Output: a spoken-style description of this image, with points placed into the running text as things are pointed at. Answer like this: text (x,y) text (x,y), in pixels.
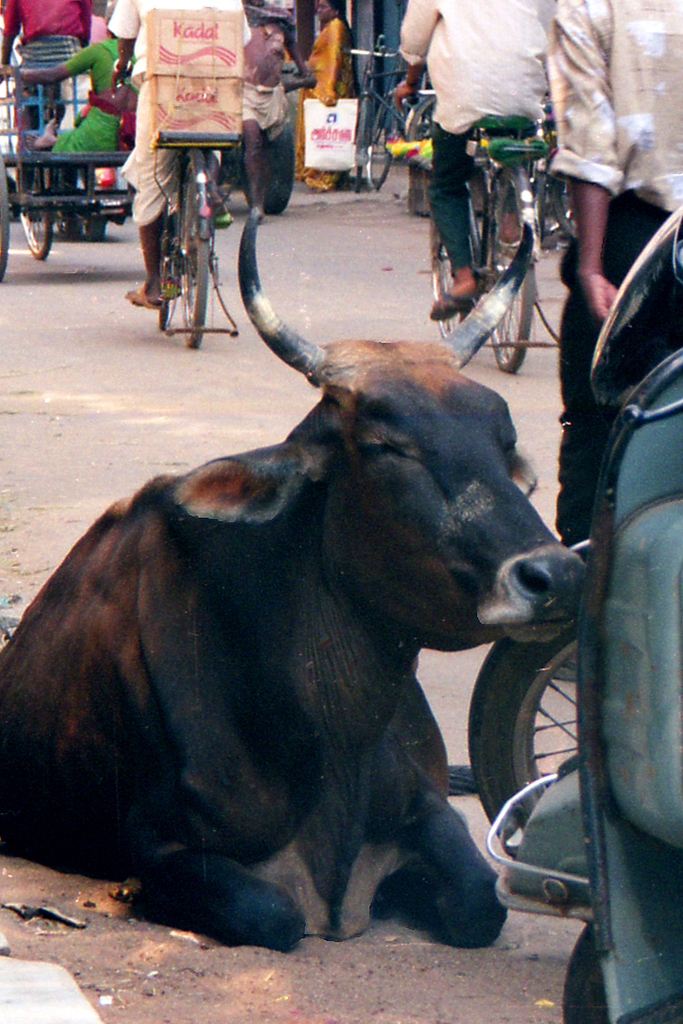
In this picture these two persons (441,9) riding a bicycle (544,318). This person (59,2) riding wheel cart (45,209). There is a person (56,129) sitting on the cart (88,185). This person (49,34) standing. There is a cow (330,562). This is road (264,428). This person (571,254) standing.
